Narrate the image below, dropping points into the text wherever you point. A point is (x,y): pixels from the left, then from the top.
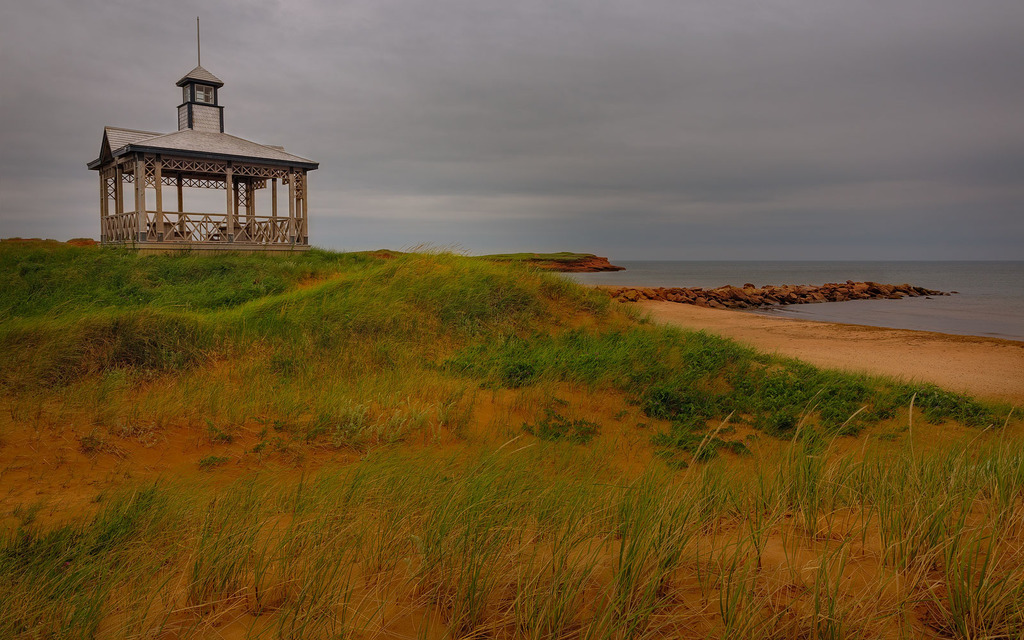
In this image, we can see a shed (257,217) and at the bottom (489,513), there is ground (540,467) covered with grass (586,428) and on the middle (637,279) right, there is a sea (949,291).
